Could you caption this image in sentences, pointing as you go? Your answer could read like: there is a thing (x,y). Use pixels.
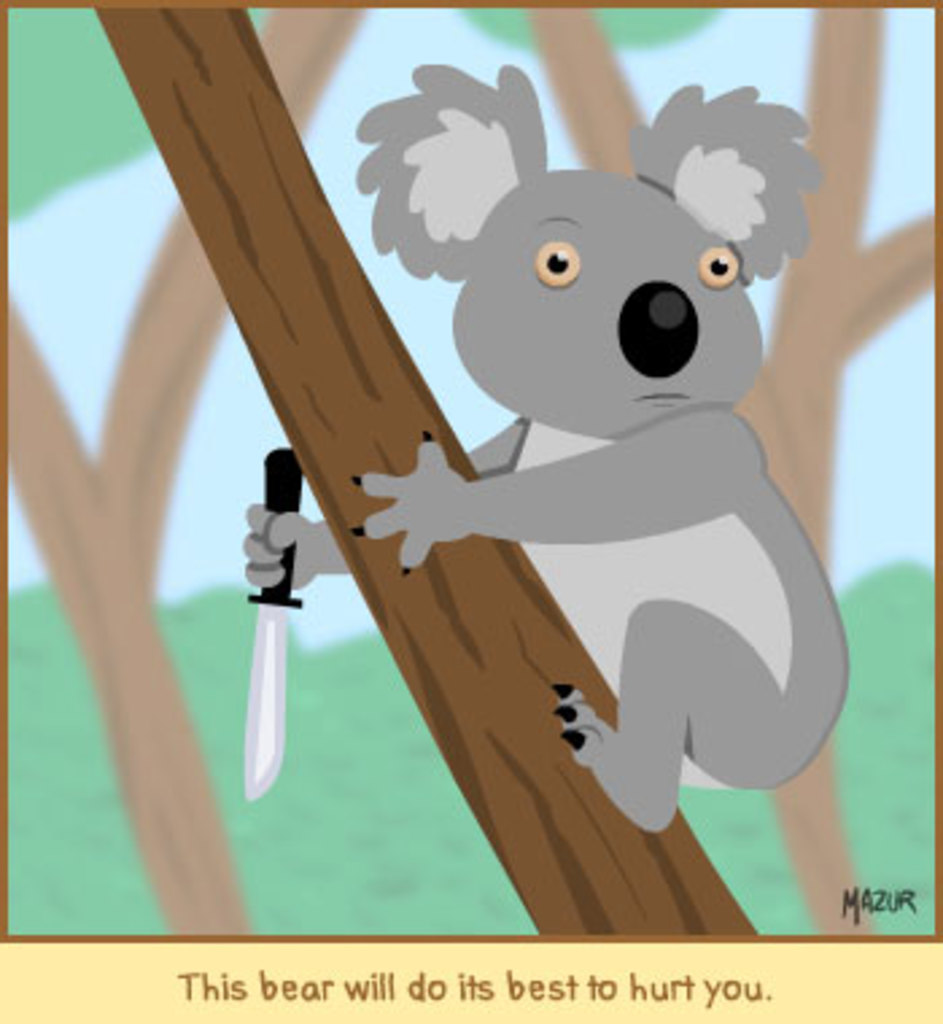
In this image there is a cartoon image, in the image there are trunk (313,419) of trees (292,373), the animal (427,165) which is holding a knife (266,648).
